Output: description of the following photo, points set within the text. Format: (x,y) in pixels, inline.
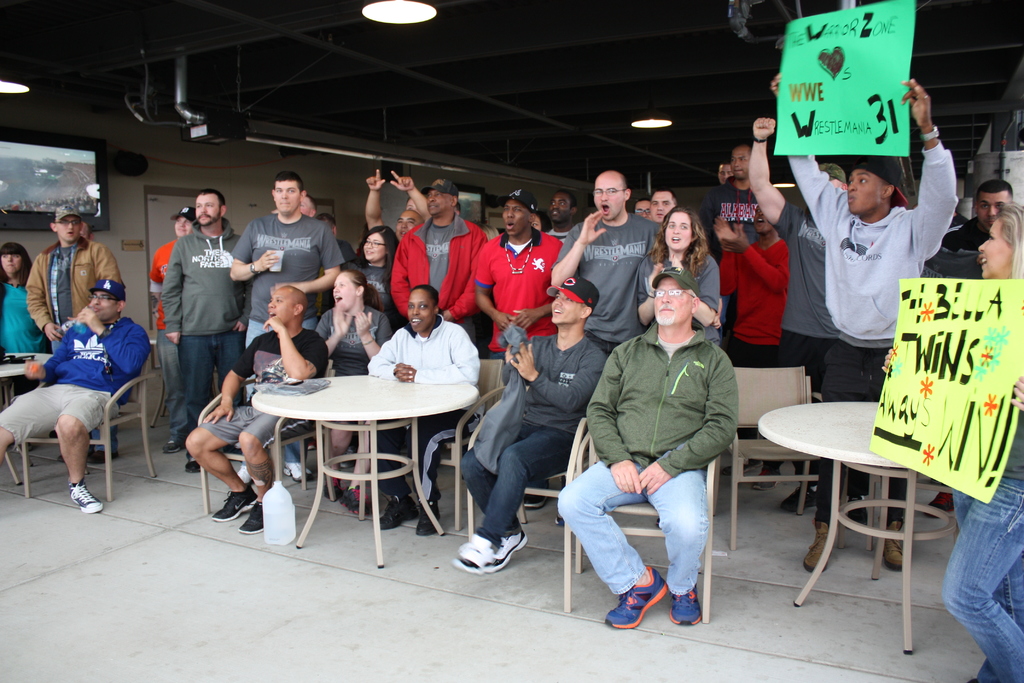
In this image I can see the group of people (534,320). Among them few people (516,437) are sitting in-front of the table (436,401) and few people (854,262) are holding the papers (881,14). To the left (52,187) there is a board (100,225) attached to the wall (120,205).
